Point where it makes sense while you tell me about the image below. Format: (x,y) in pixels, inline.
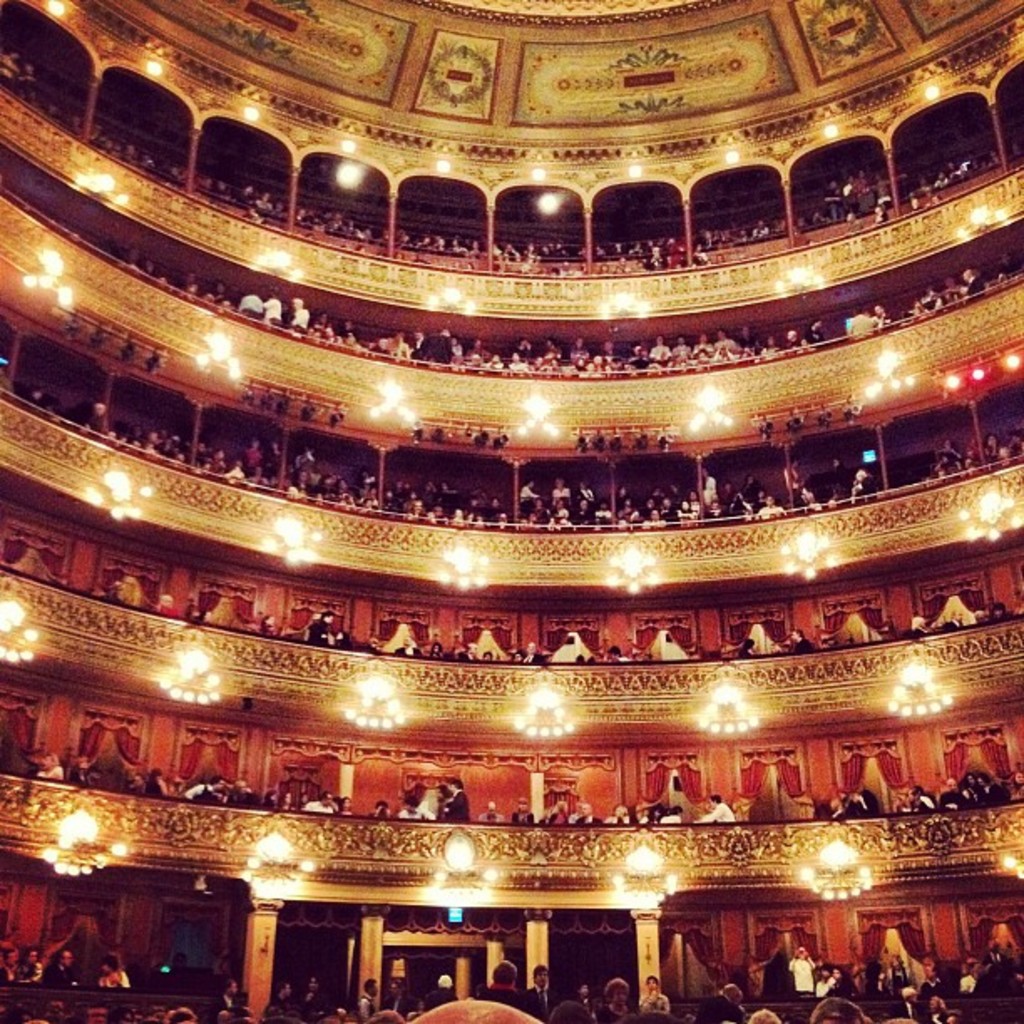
This picture is an inside view of a building (1012,751). In this picture we can see the chandeliers (727,719), railings (692,871), pillars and a group of people (400,1020) are standing. At the bottom of the image (611,988) we can see a group of people (823,991) and some of them are standing and some of them are sitting. At the top of the image (554,57) we can see the roof (481,67).
